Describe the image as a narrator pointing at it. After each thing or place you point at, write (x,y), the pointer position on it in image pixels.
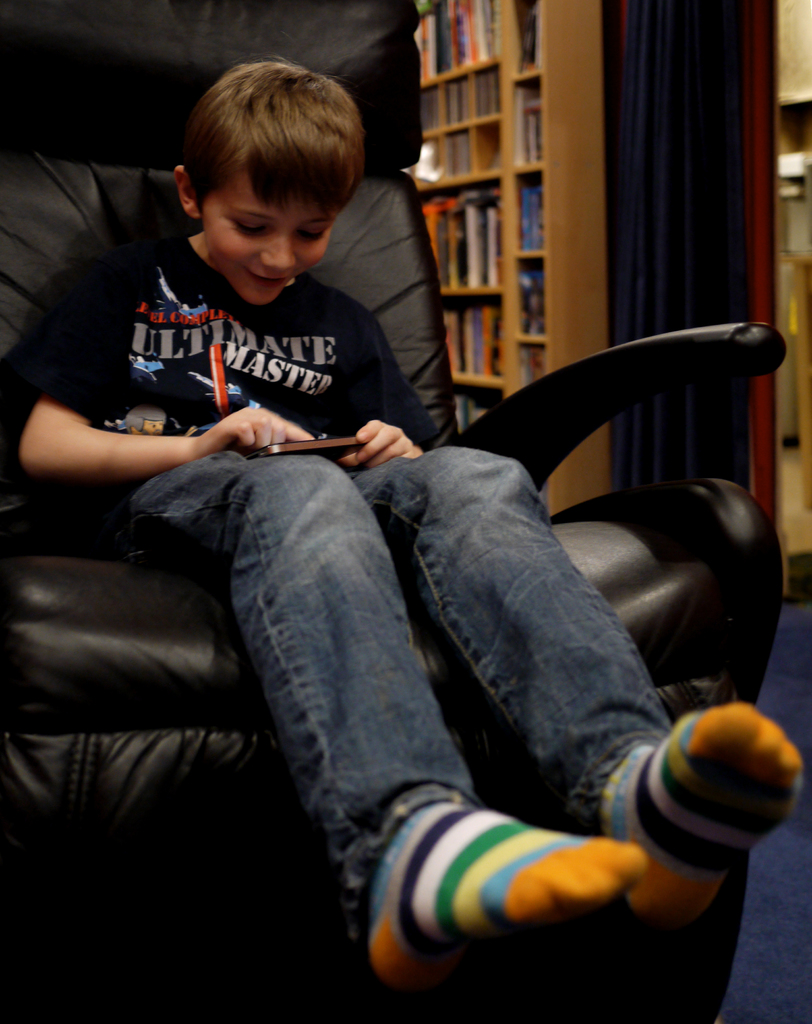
In the image we can see there is a kid (413,739) who is sitting on a chair (61,566) and behind him there is a book shelf (497,131) in which books (479,257) are kept.
